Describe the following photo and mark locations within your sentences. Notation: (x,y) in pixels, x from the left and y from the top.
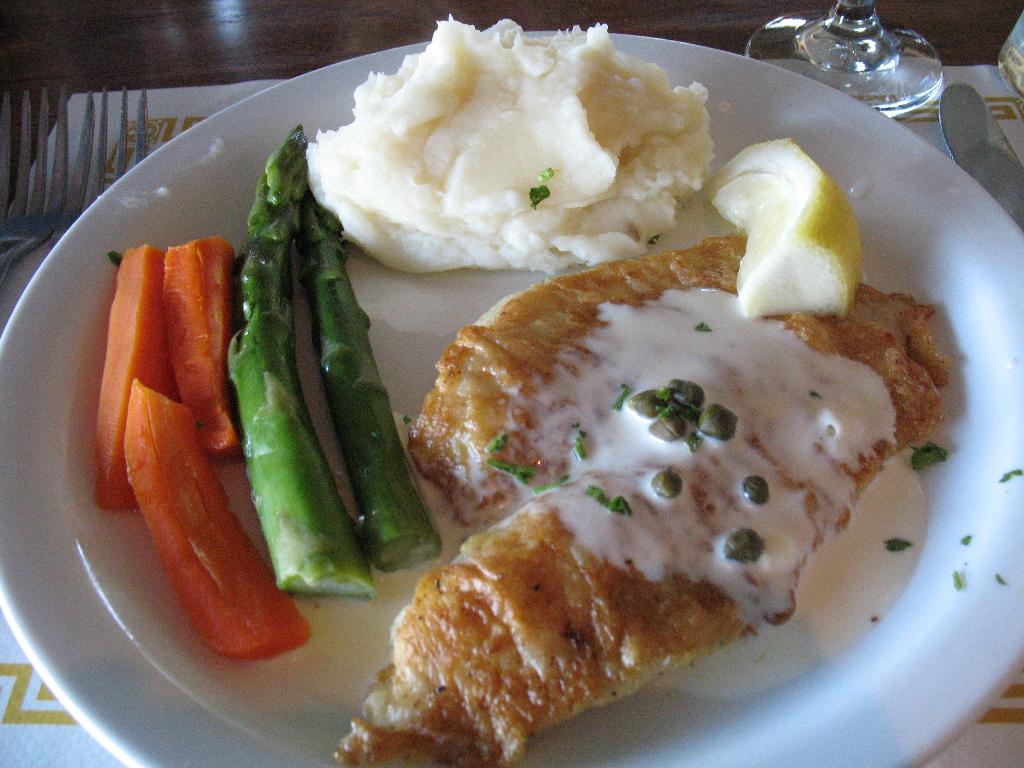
In this image I see food (519,107) which is on the plate (145,762) and there are forks (104,100) and a knife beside the plate (960,233).
